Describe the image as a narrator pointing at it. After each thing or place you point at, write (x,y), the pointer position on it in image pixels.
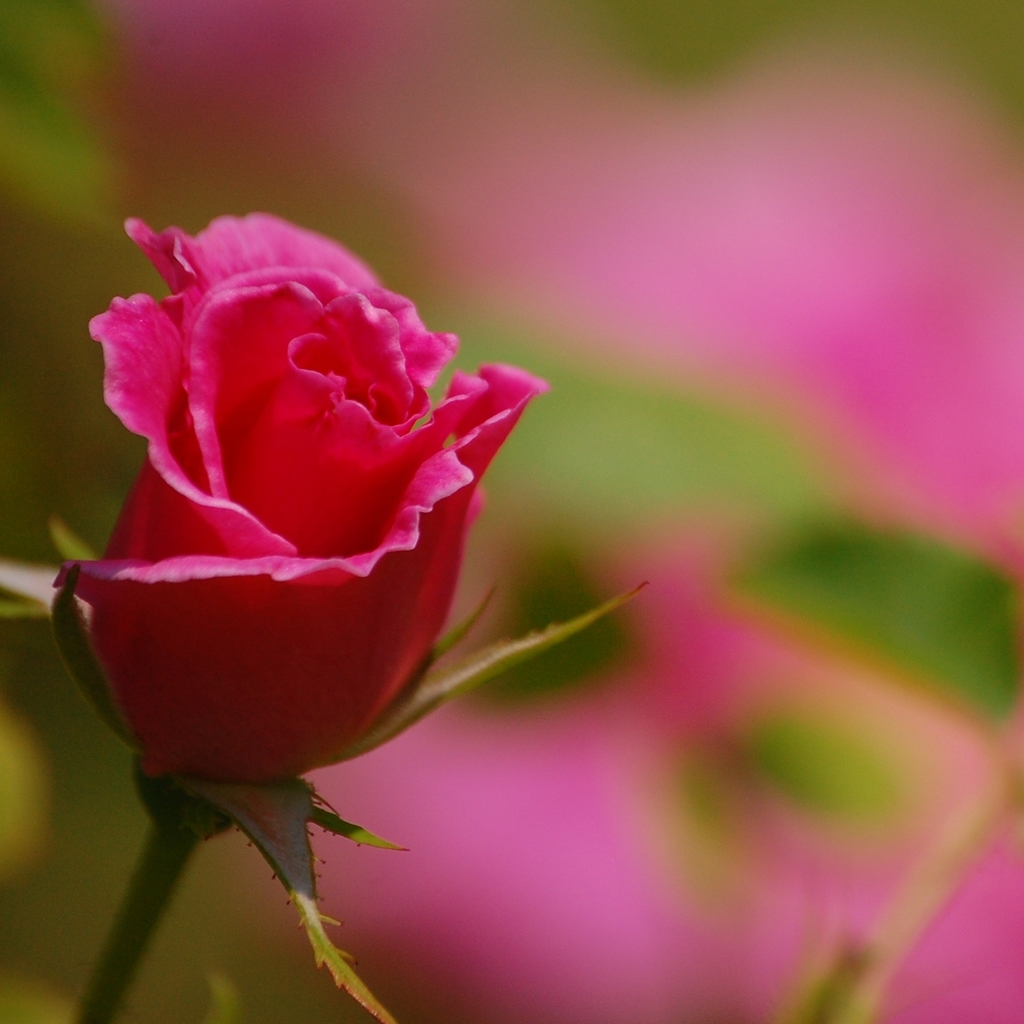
In the picture there is a beautiful pink rose (250,589) and background of the rose (371,444) is blurred pink and green.
